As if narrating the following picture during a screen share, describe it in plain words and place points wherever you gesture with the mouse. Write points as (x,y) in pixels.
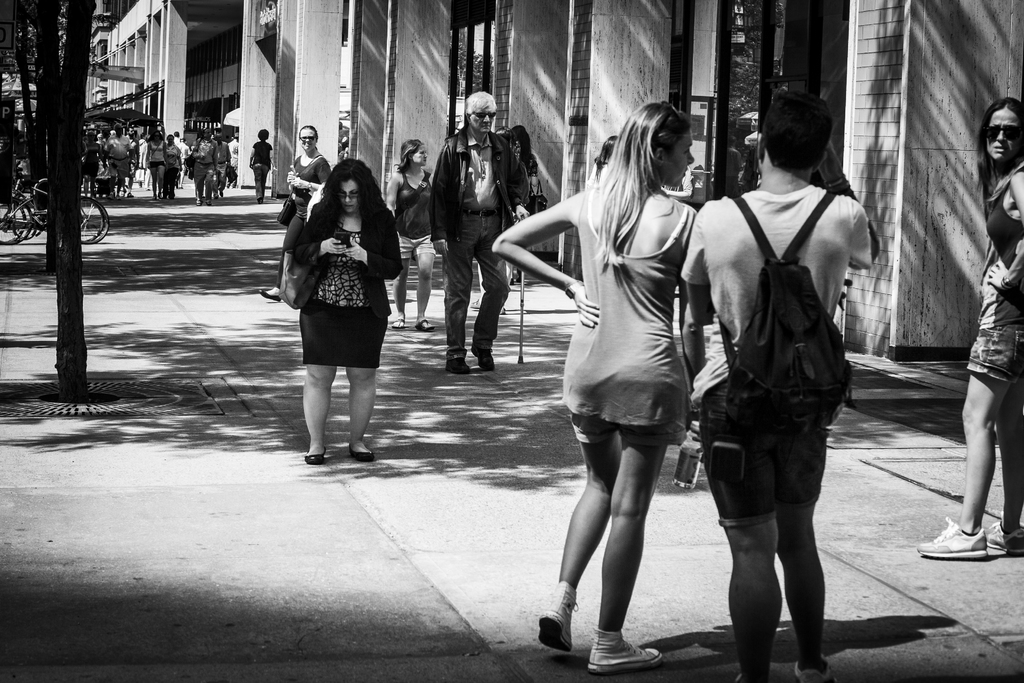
In this image we can see some buildings (375,80), some bicycles (17,210), some people (111,132) are standing, some trees (80,136), some people (463,193) are wearing bags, one banner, some people (349,359) are holding objects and some people (433,240) are walking on the road (454,463).
